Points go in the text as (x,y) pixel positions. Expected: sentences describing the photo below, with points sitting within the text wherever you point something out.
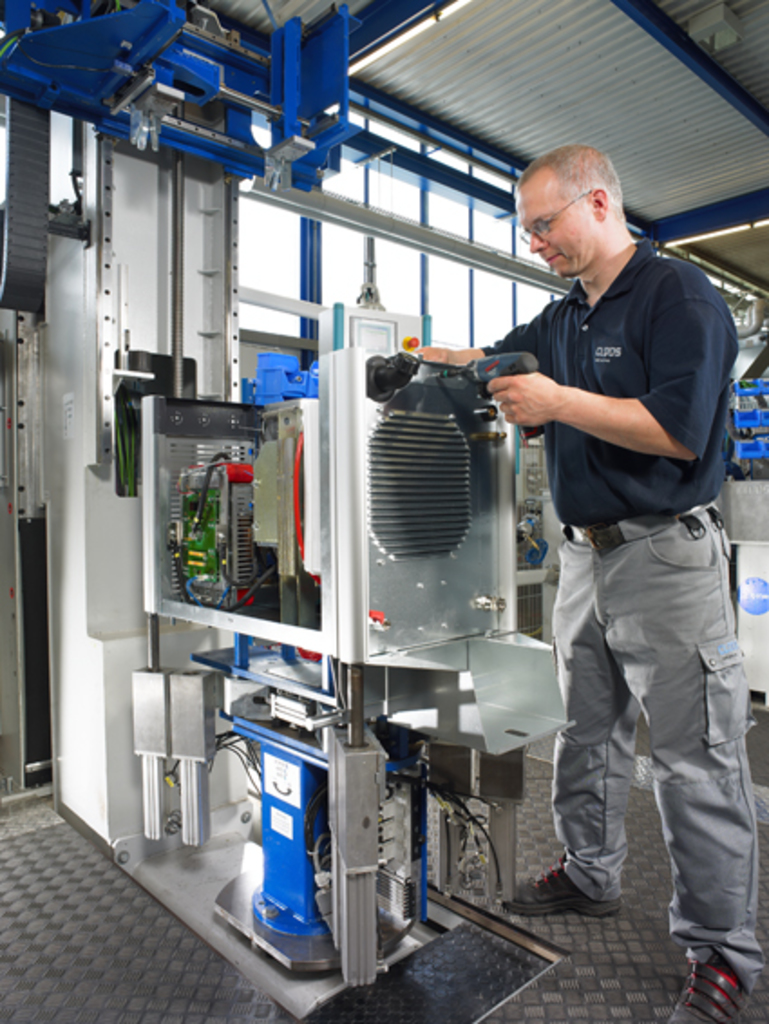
In this picture we can see a man (557,753) wore a spectacle (528,230) and standing on the floor (23,945) and smiling and holding a machine (518,369) with his hand (559,398) and in the background (282,244) we can see windows (269,246).
